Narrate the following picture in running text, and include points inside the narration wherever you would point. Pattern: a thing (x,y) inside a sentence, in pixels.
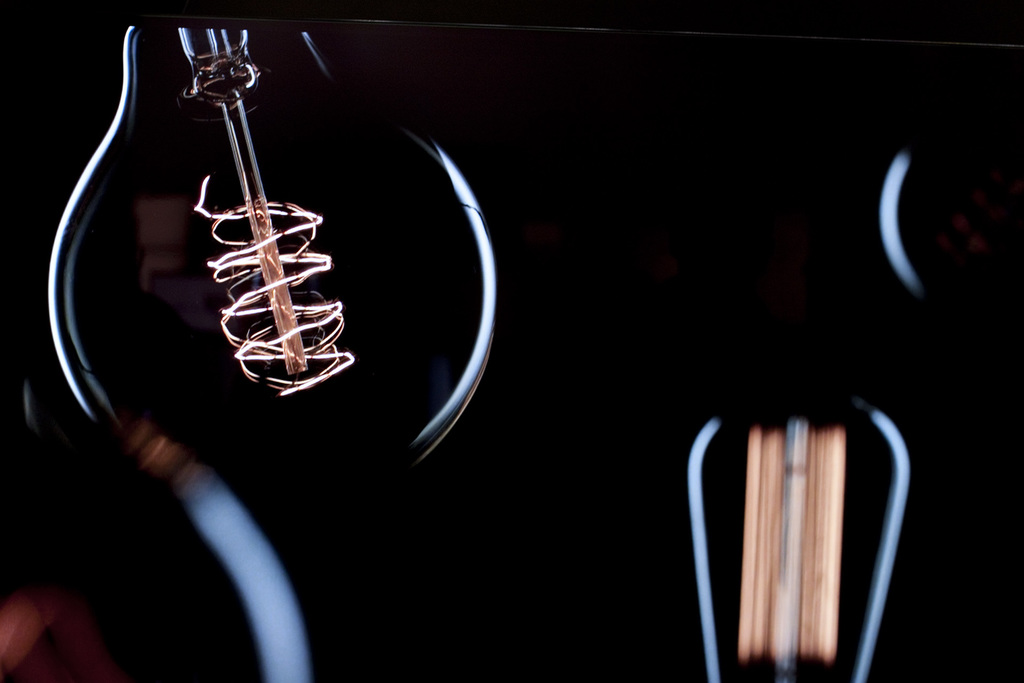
In this picture we can see bulb (245,297), mostly it is dark. The picture looks like it is edited. In this picture there is filament (779,524) also.
